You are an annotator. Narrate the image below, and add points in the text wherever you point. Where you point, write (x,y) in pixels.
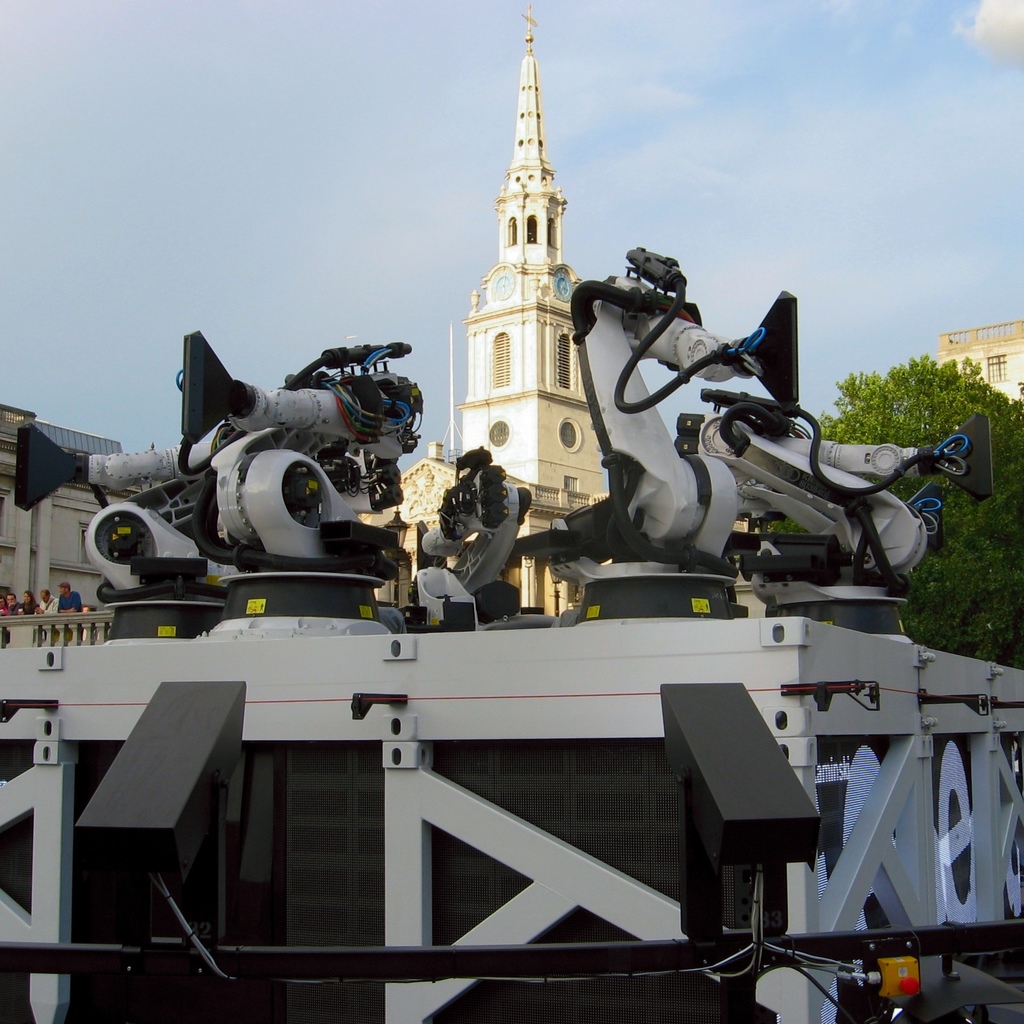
In this picture there are few machines (350,589) placed on an object (518,673) and there are buildings (479,427) and a tree (966,372) in the background (858,419) and there are few people (51,597) standing in the left corner (22,604).
